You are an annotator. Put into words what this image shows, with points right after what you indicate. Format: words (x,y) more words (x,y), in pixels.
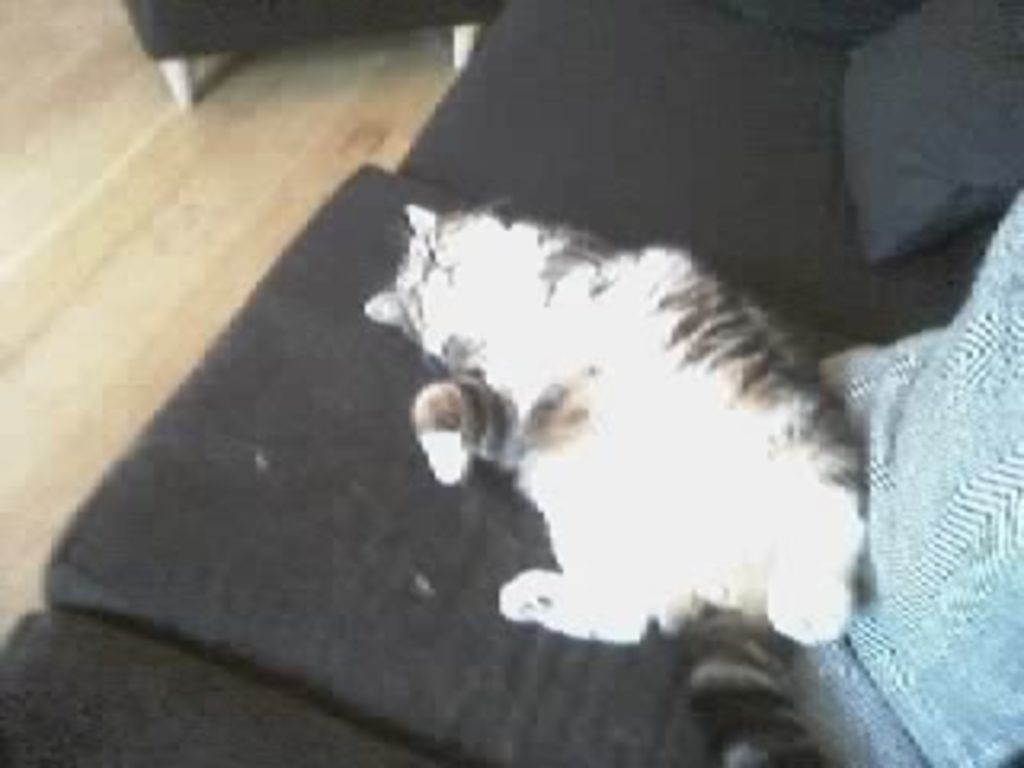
There is a cat (581,427) sleeping in black sofa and there is a blue color object (920,482) beside it.
